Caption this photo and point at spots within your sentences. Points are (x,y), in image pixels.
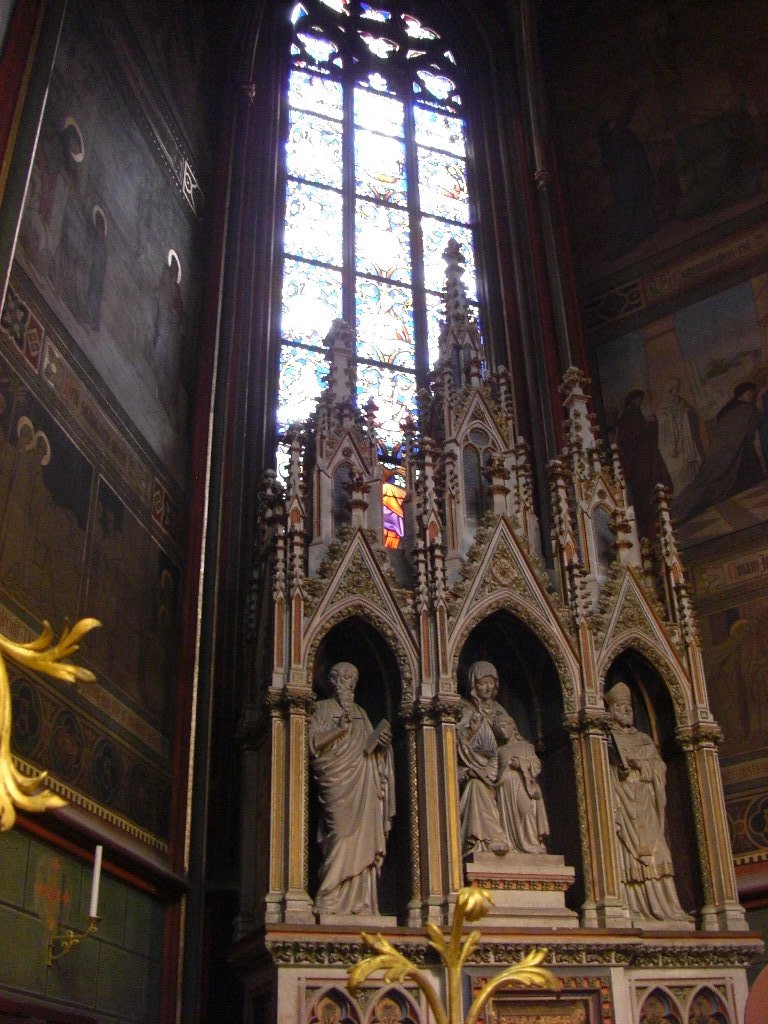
In this image there are statues (507,768). In the background (29,570) there is a wall (620,320) with some paintings (722,345) and a window (383,163).
